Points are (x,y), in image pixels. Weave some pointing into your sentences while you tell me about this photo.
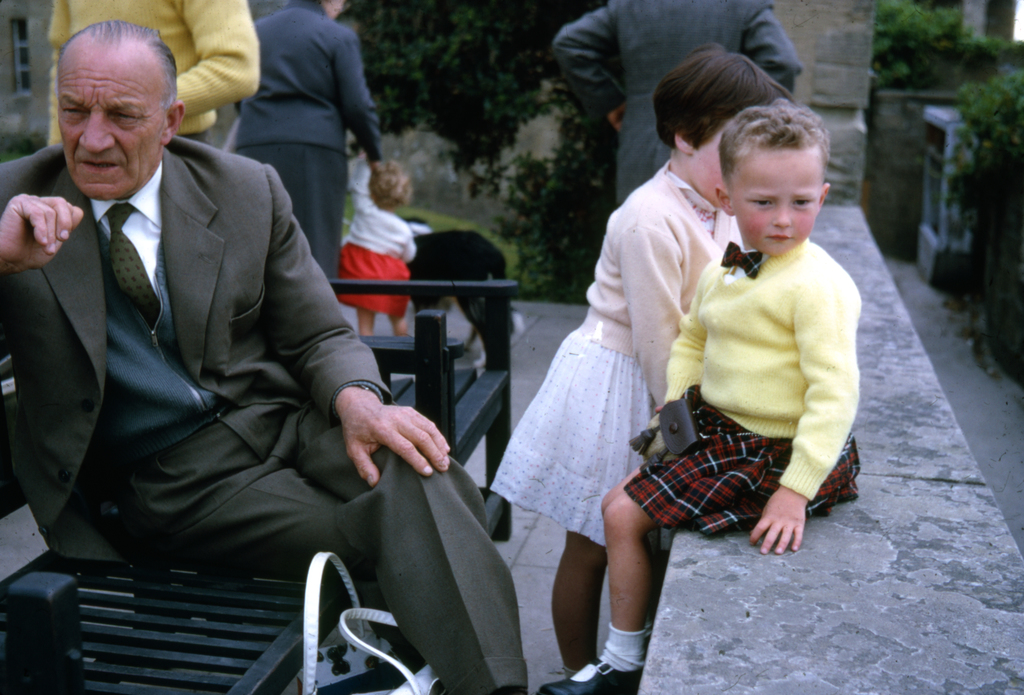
In front of the picture, we see the old man (271,348) is sitting on the bench (276,613). Beside him, we see a white bag (362,645) and a girl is standing. Beside her, we see a boy (729,261) is sitting on the wall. On the right side (929,64), we see the trees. On the left side (299,71), we see a man (219,44), woman (283,113) and a child (379,173) are standing. There are trees (377,82) and the buildings (32,57) in the background (486,173).
